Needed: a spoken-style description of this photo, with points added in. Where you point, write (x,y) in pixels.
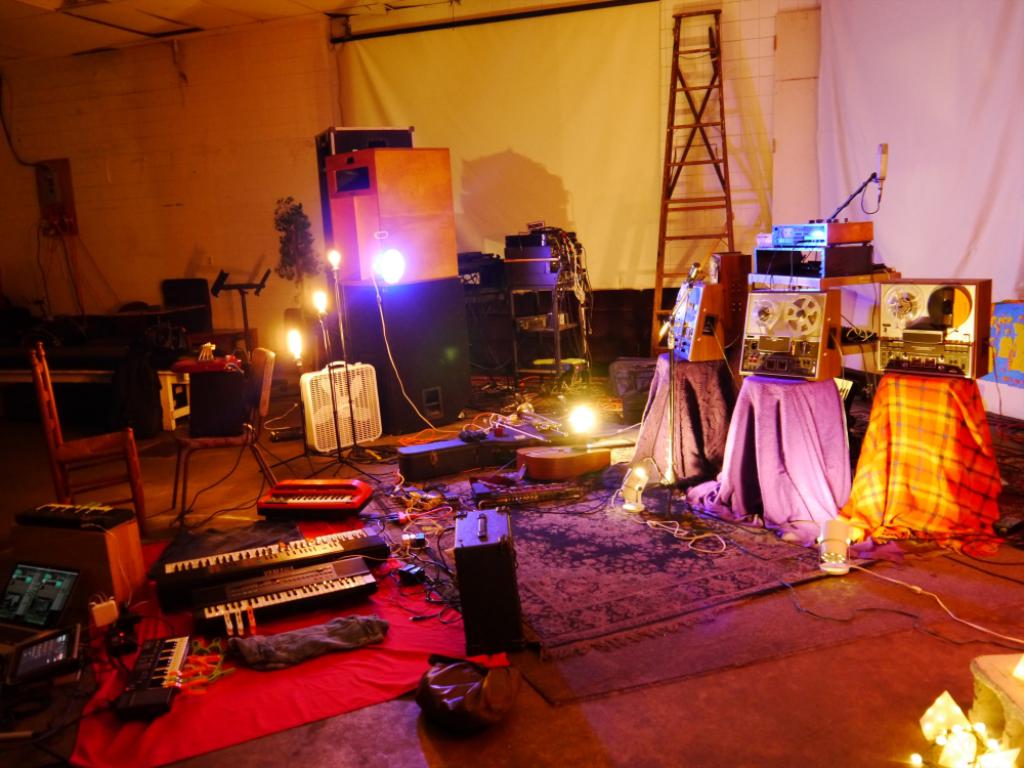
In this image we can see some musical instruments (197,626), tape recorders (781,373), lights (342,354) and some other items (252,396) in a room (281,758).
